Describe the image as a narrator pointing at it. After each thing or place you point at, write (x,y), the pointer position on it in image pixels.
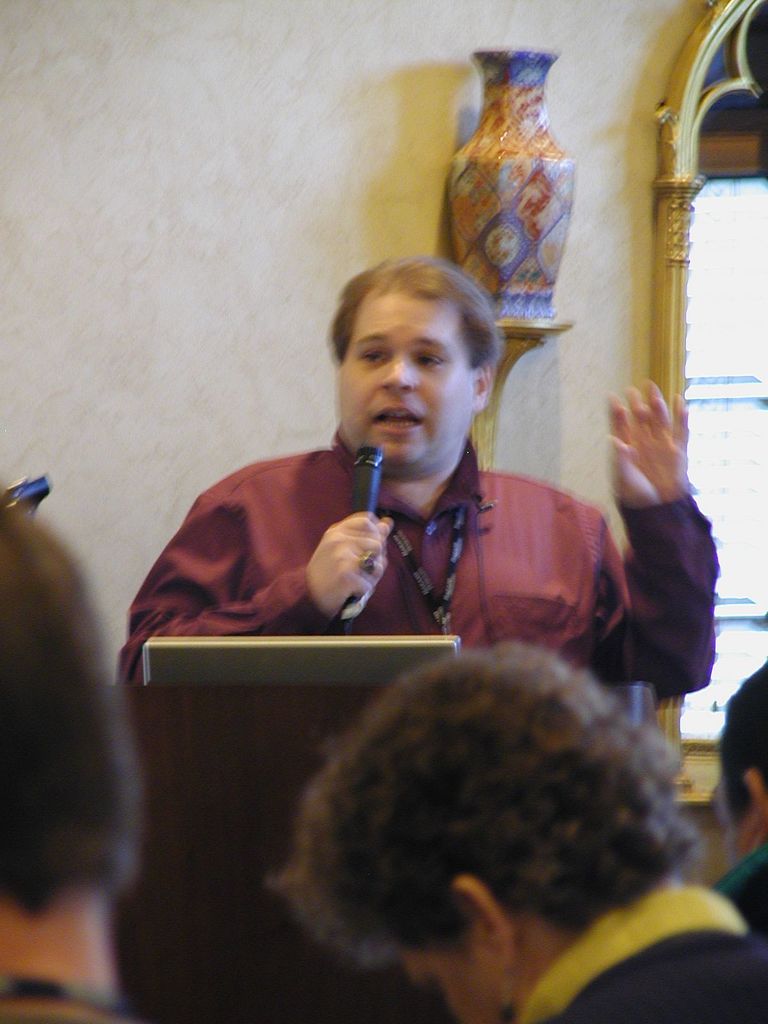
In this image we can see a person (391,506) standing on the floor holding a mic (366,558). We can also see a laptop (303,659) placed on a speaker stand (242,884) and some people (79,869) in front of him. On the backside (234,302) we can see a pot (513,271), window (718,287) and a wall (221,244).
